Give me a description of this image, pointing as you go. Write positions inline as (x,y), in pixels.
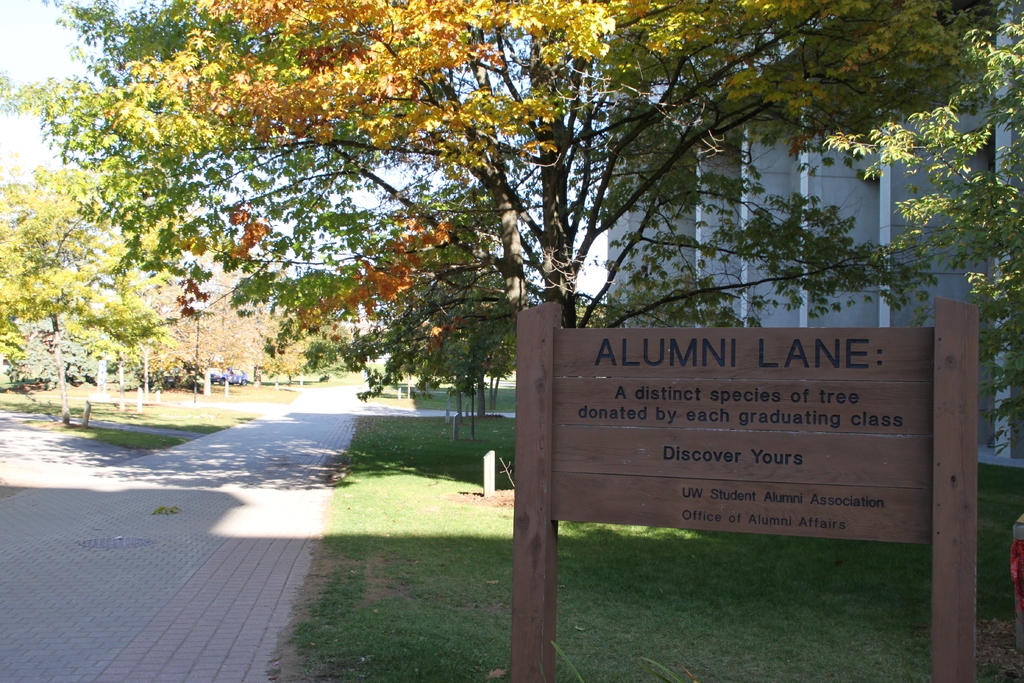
In this picture I can see a building (776,159) and few trees (951,120) and a board (708,379) with text (797,399) on it and I can see grass (382,540) on the ground (391,511) and a car (231,374) and I can see a cloudy sky (47,2).
